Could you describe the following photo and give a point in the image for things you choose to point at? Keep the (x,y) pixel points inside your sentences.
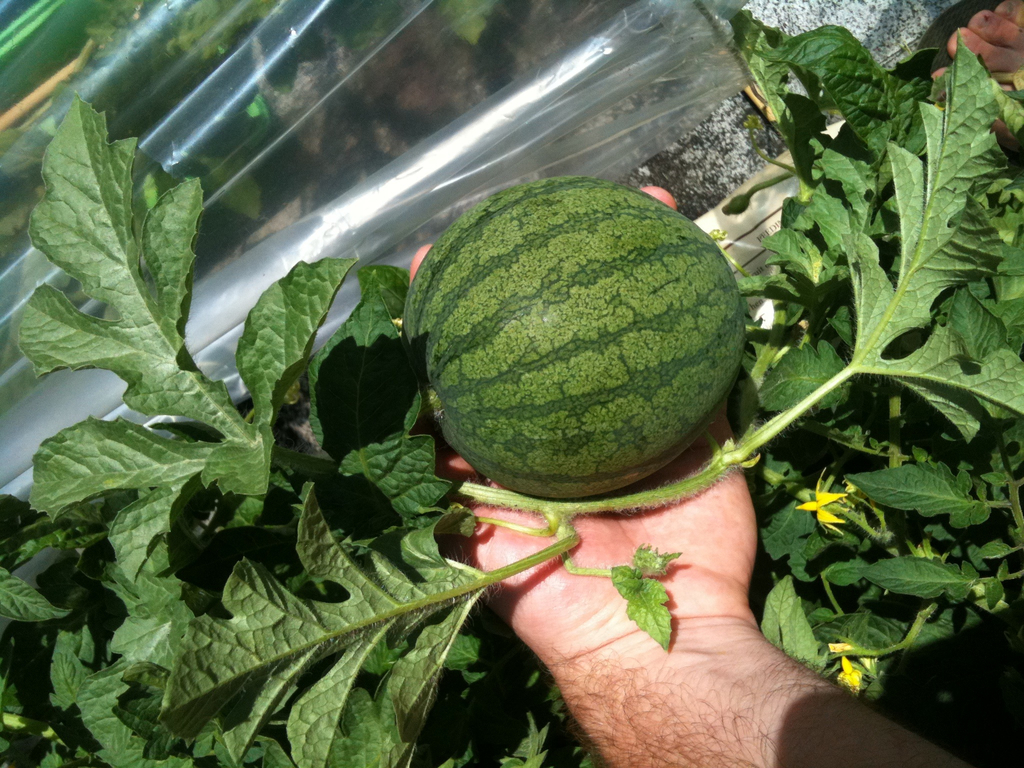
In this image we can see a hand (679,630) of a person (720,700) holding a fruit (603,447) and there are group of plants (797,442) behind the hand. Behind the fruit (572,253) we can see a transparent cover (317,144).
